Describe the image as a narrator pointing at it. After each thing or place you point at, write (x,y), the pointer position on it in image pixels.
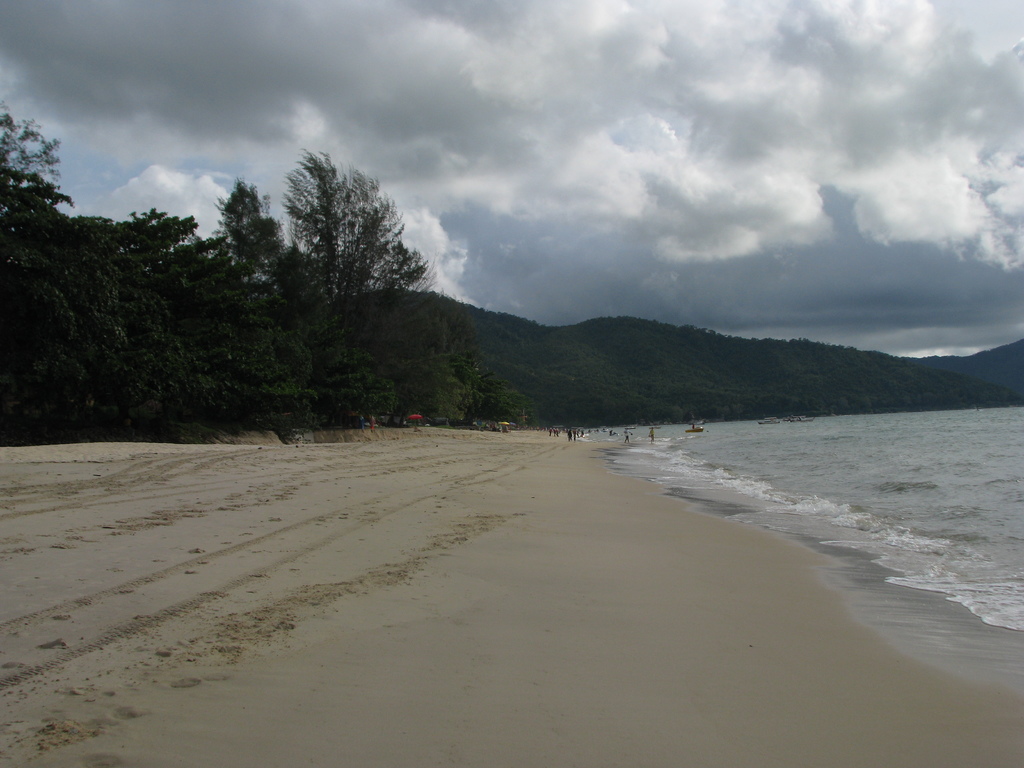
In the image there is a beach (231,526) in the front (363,517) and people (555,433) walking in the back (566,427) and in the background (699,357) there are hills (587,374) with trees (371,361) in front of it and above its sky (617,167) with clouds (707,213).
